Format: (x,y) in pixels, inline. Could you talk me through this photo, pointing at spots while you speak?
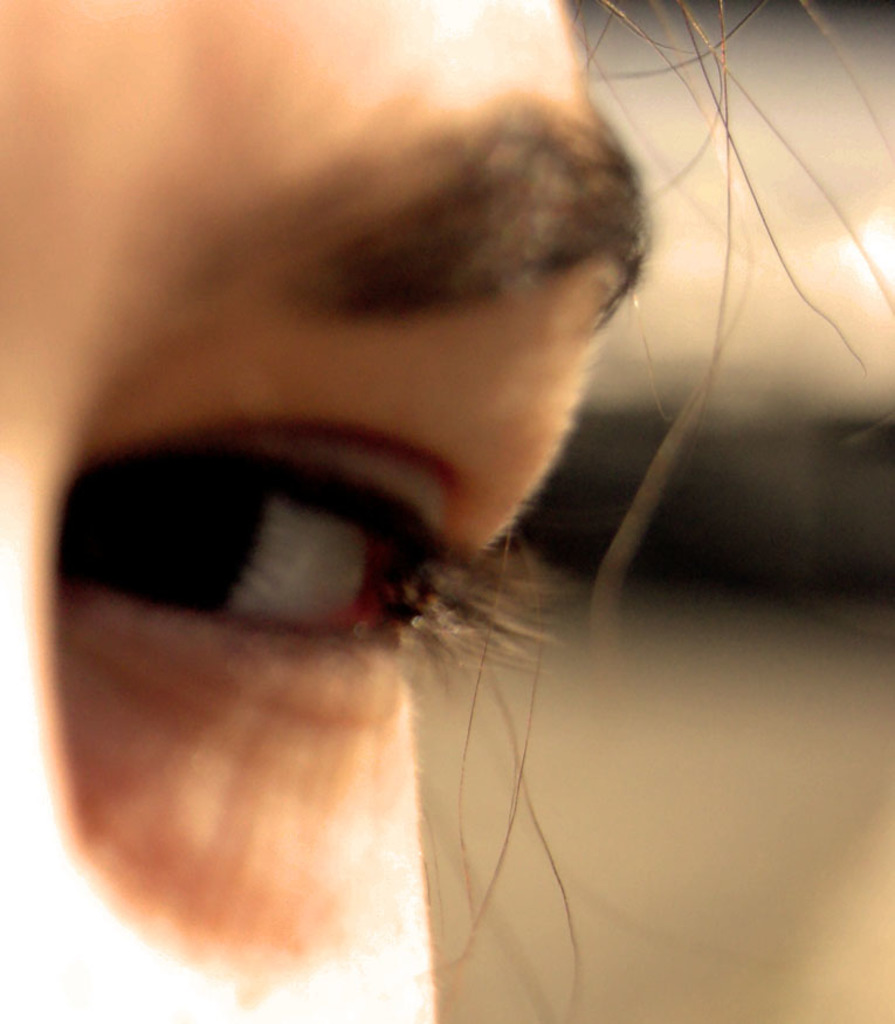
In this image I see a human face (549,442) and I see the eyes (321,466) and eyebrows (577,182) and I see it is blurred in the background (693,591).
